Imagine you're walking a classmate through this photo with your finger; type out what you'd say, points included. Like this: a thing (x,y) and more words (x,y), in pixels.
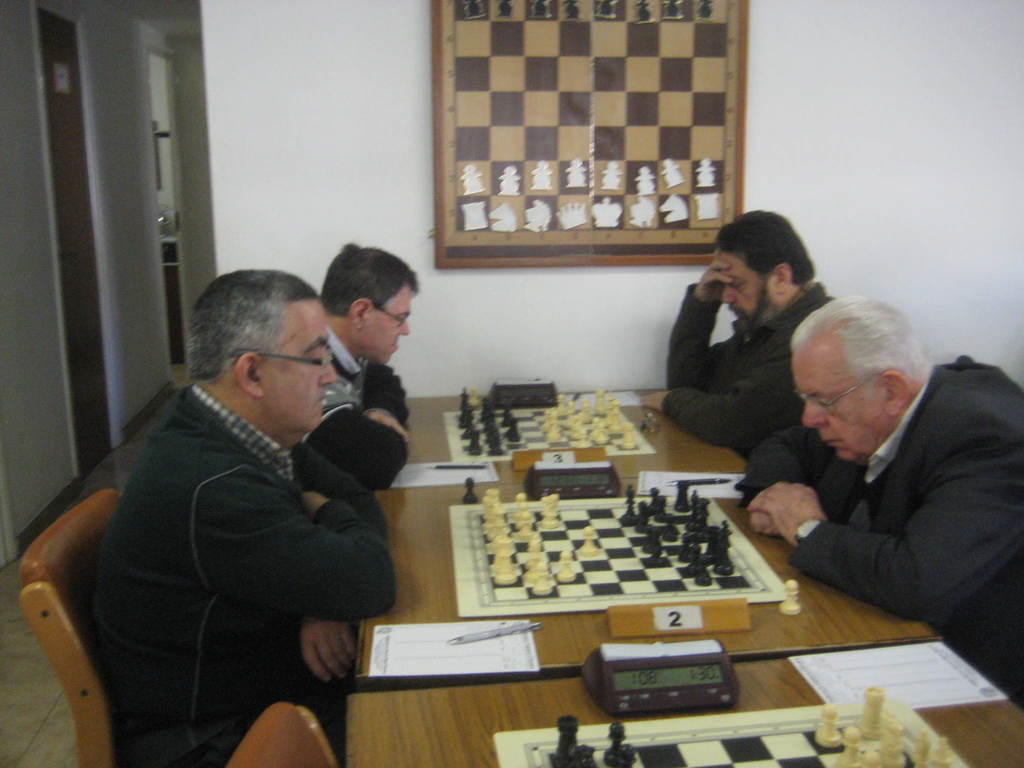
There is a room (482,714). There are four people (760,501) sitting on a chair (286,757). There is a table (670,466). There is a chess board (637,549), paper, pen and chess clock (602,488) on a table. We can see in background (754,11) chess board (534,93) and white color wall (422,24).
